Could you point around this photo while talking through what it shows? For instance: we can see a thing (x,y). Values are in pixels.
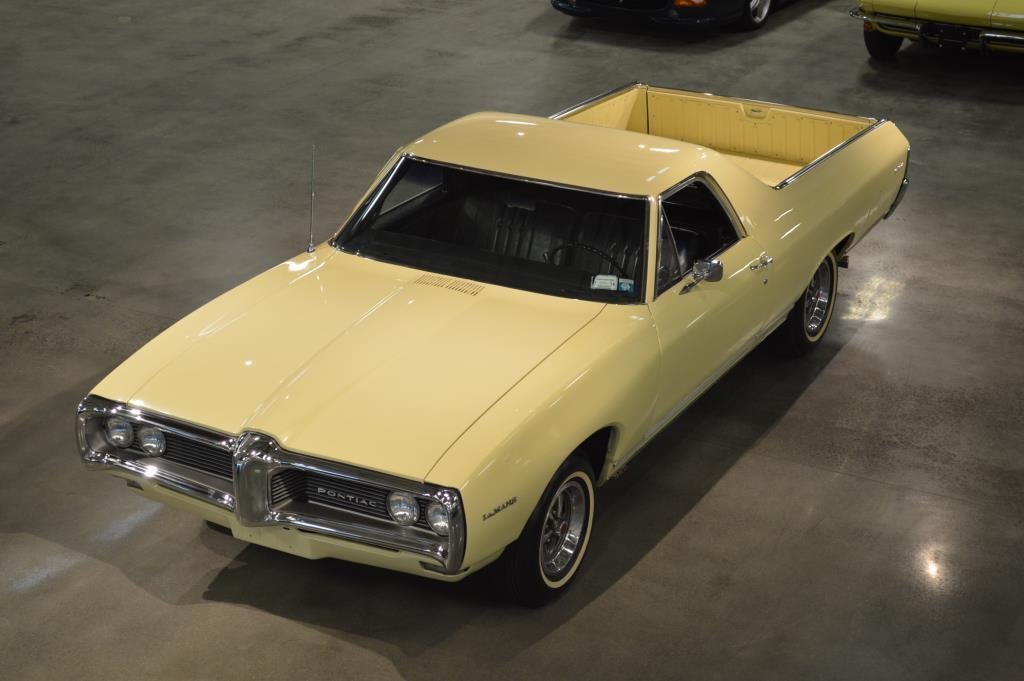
In the picture I can see vehicles (779,295) on the ground (458,22) among them the car (531,327) in front of the image is yellow in color.
